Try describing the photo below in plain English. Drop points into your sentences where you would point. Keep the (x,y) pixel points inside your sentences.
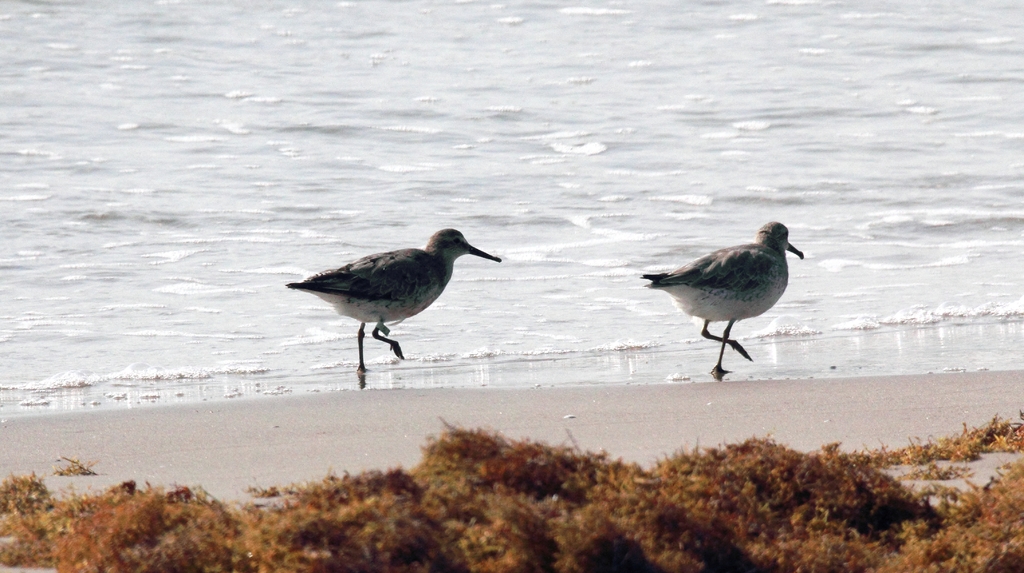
In this image there are two birds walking on the seashore (710,375). In the background (333,71) there is a sea (288,151). At the bottom of the image (483,527) there are a few plants (561,545).
